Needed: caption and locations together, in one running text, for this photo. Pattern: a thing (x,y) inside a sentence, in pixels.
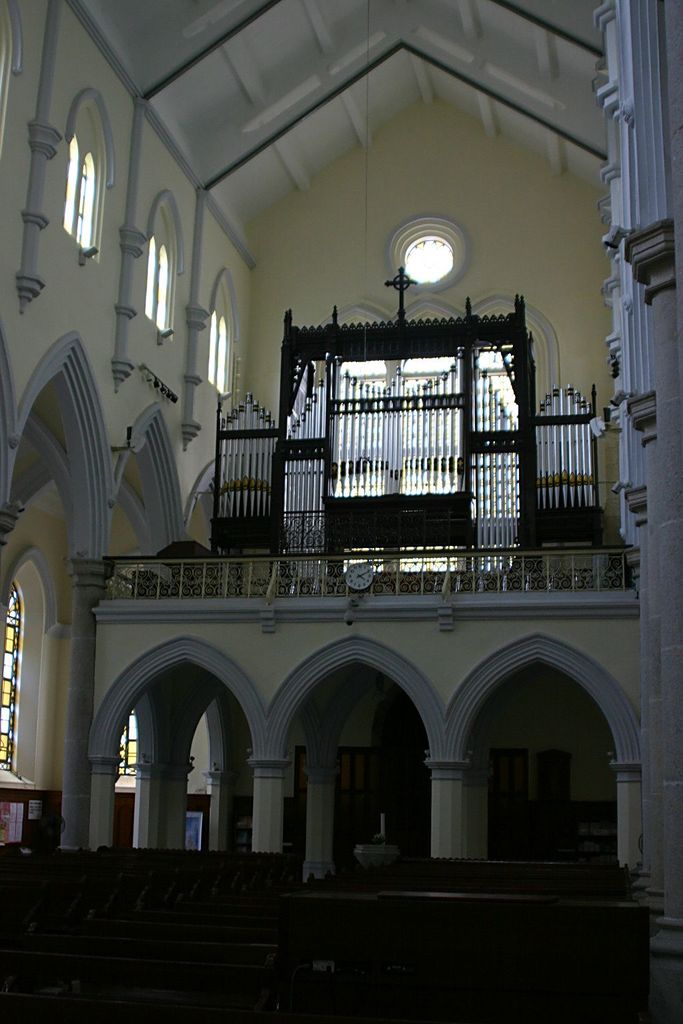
In this image we can see the inner view of a church (134,846) where we can see the wooden benches (340,960), pillars (674,791), clock (367,585), cross symbol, glass windows (425,277) and the ceiling (293,122) in the background (339,80).
